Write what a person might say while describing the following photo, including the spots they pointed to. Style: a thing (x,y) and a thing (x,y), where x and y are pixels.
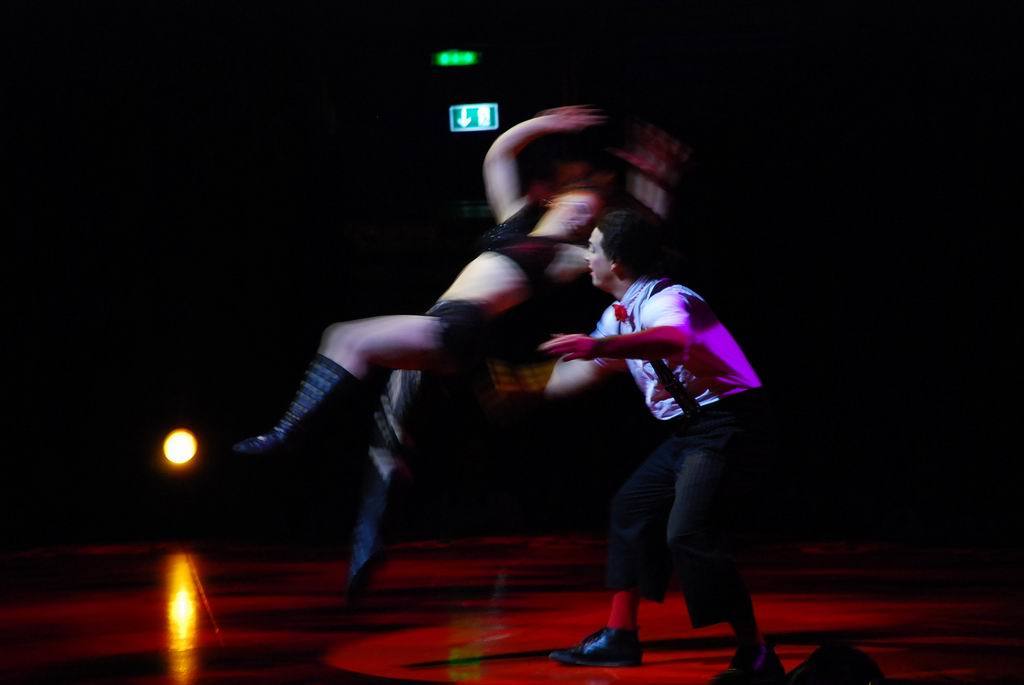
In this picture we can see a person (610,623) on the floor (136,623). There is another person (492,247) in the air. We can see a few lights (488,122) in the background (483,109). There is a dark background (414,217).
